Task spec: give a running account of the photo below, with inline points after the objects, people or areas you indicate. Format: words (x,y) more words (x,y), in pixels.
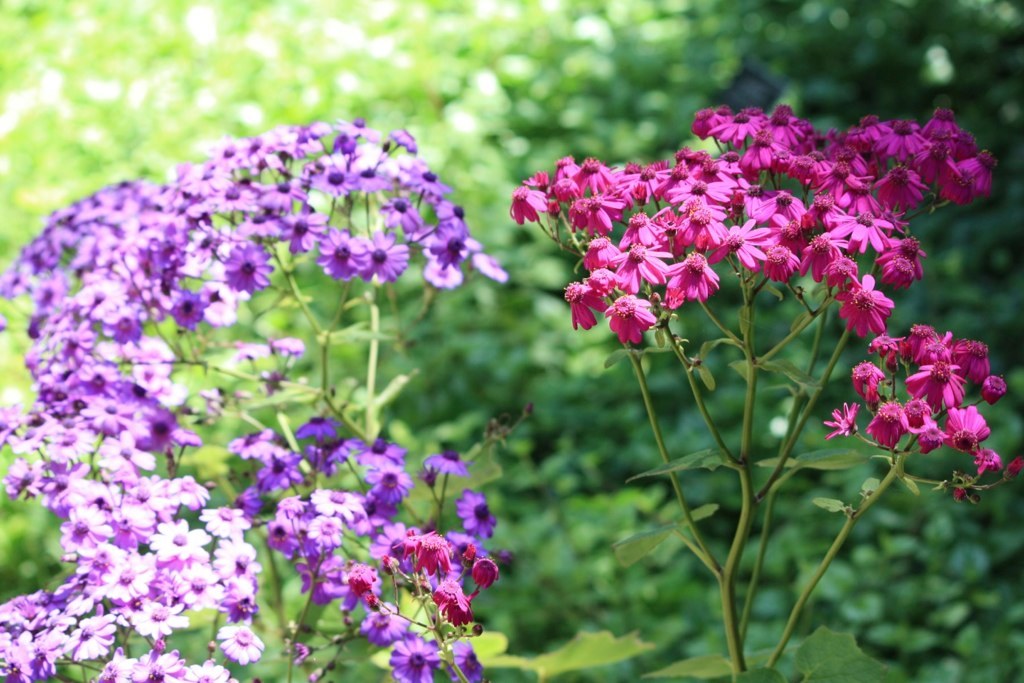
In this picture we can see some pink and purple flowers (327,444) on the plants (685,518). Background (91,155) is blurry.
